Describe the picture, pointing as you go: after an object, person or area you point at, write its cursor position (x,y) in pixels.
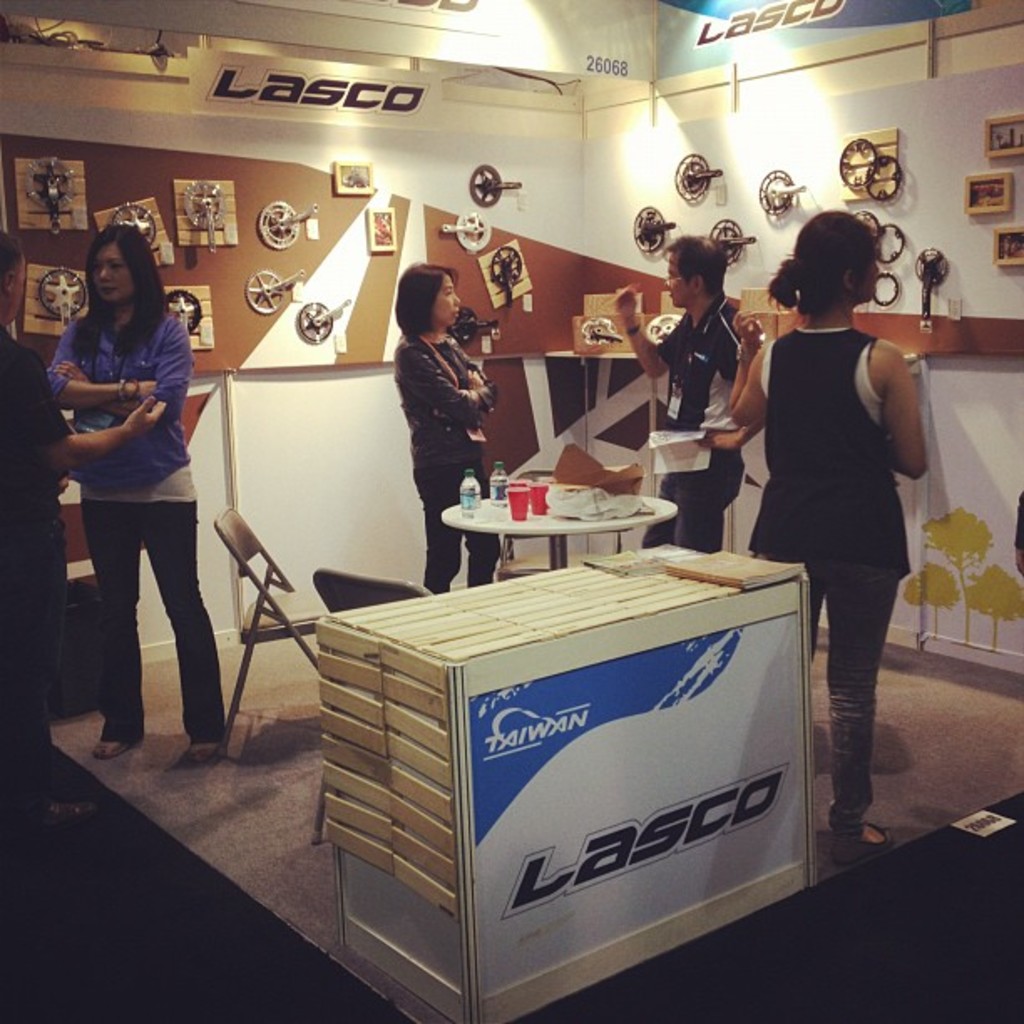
in this image there is a table (540,532) in the center of the room (529,535) which consists of bottle (475,501) and glasses (522,493), there are chairs (335,594) beside the table (556,531). At the left of the room (220,545) there are two people (116,438) talking to each other. at the right side (688,329) there are two more people (688,306) standing and talking to each other. at the right most of the room (841,430) a person (838,421) is standing.
